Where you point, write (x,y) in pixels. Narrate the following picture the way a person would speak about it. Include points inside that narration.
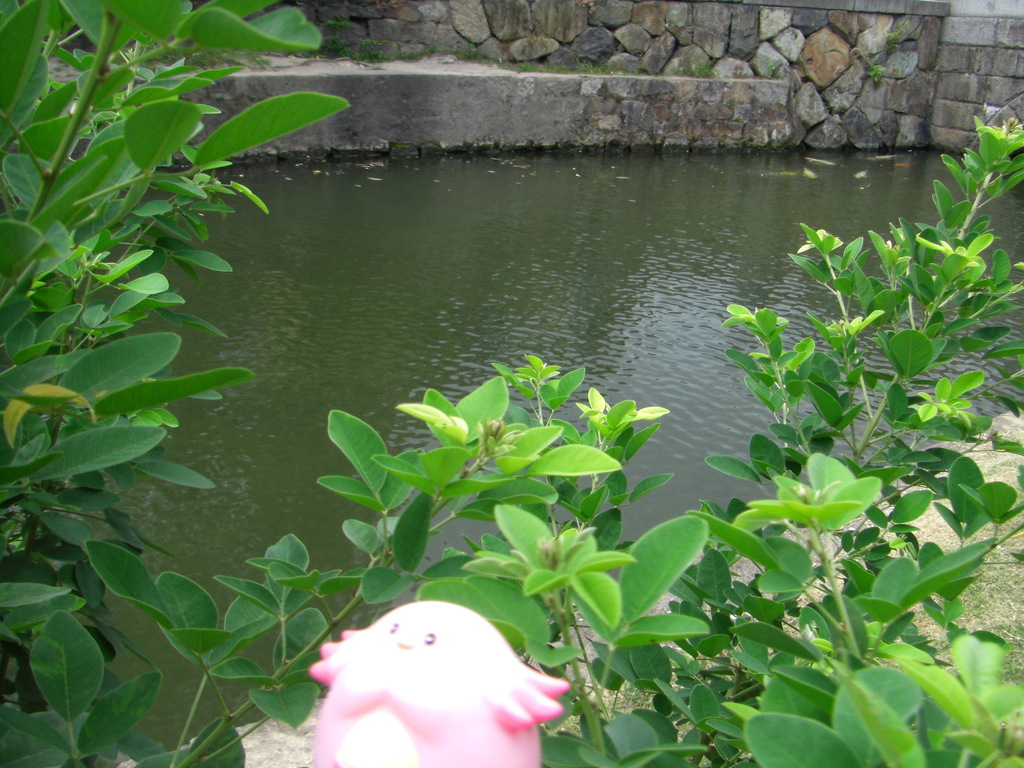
There is water (459,250). On the sides there are plants (783,562) and brick wall (536,87). Also there is a pink color toy (457,689).
